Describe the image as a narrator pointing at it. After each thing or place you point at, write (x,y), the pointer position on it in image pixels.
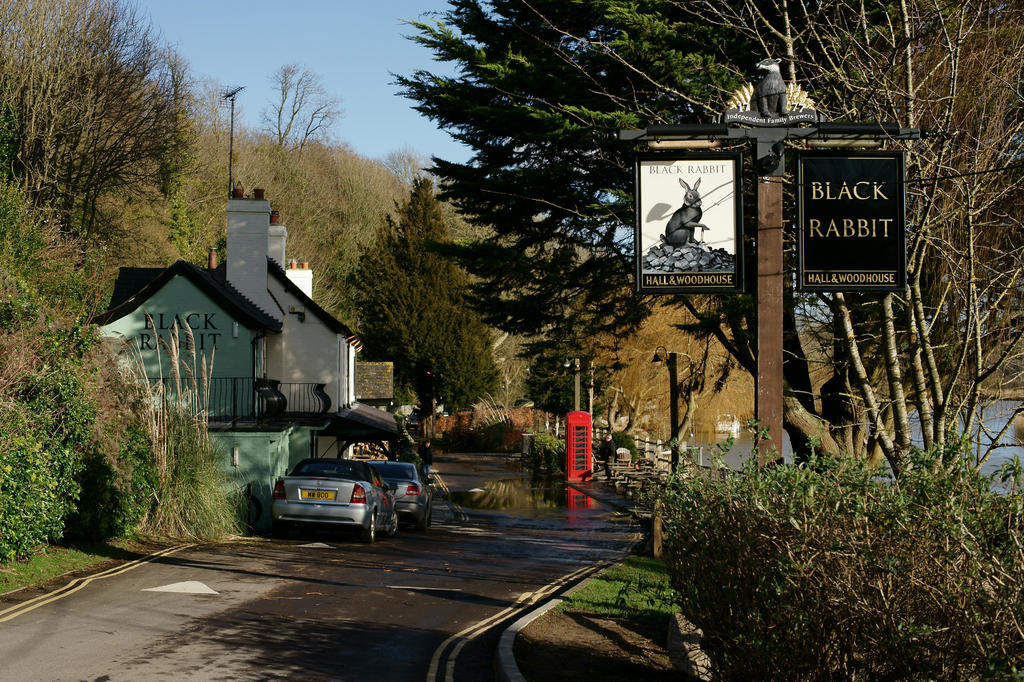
In this image there are vehicles (373,483) on the road (379,576). There are street lights (673,447) on the pavement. Right side (709,186) there are boards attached to the pole (772,196). Left side (260,424) there is a building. Background (59,224) there are plants (50,450) and trees (653,336). Right side (1000,486) there is water (912,427). Top of the image (308,62) there is sky (180,28).
